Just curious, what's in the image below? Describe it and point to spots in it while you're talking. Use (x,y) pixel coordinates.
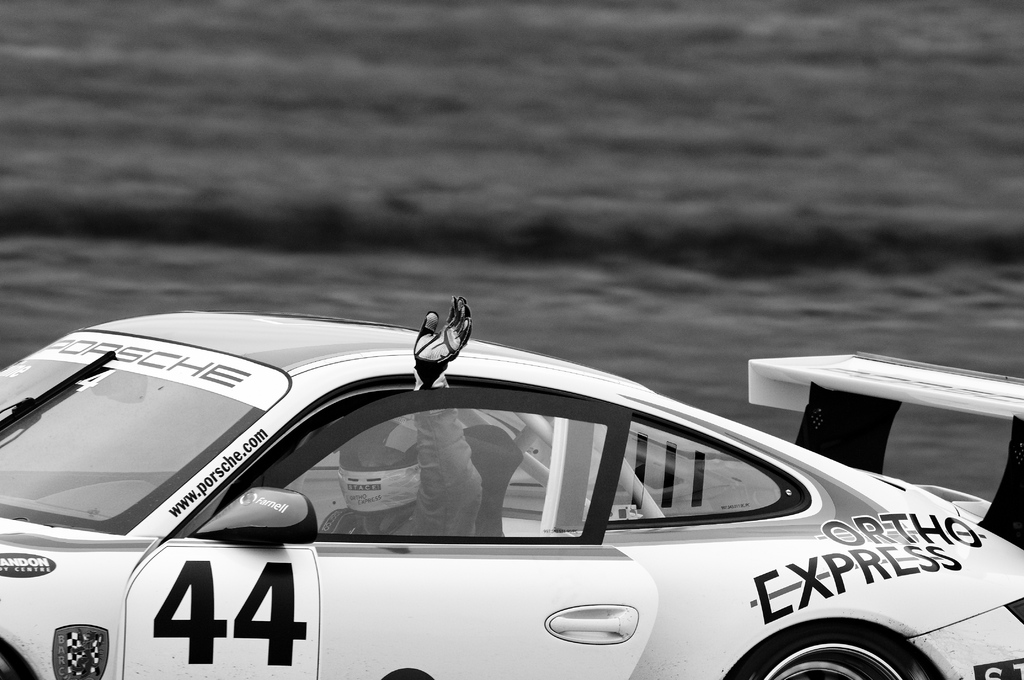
In the foreground of the picture (441,442) I can see a person (382,515) in the sports car (728,583). He is wearing a helmet (400,444) and looks like he is waving his hand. I can see the text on the car (160,469) and the front door (545,568) of the car (607,583) is kept closed.
